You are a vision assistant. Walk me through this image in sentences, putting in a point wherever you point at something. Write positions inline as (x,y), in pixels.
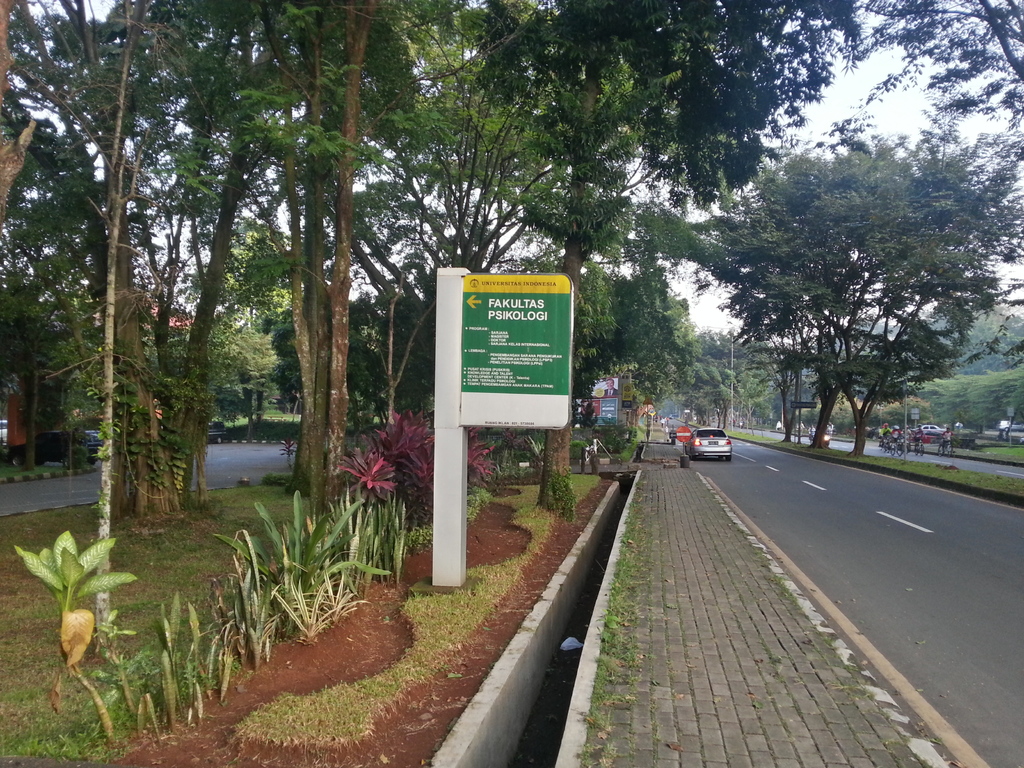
In the picture there is a road (726,477) and there is a vehicle (705,434) parked beside the footpath (711,682) and on the left side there is a board (515,328) with some text (497,376) on that, around the road (845,480) there are many trees (367,318).
